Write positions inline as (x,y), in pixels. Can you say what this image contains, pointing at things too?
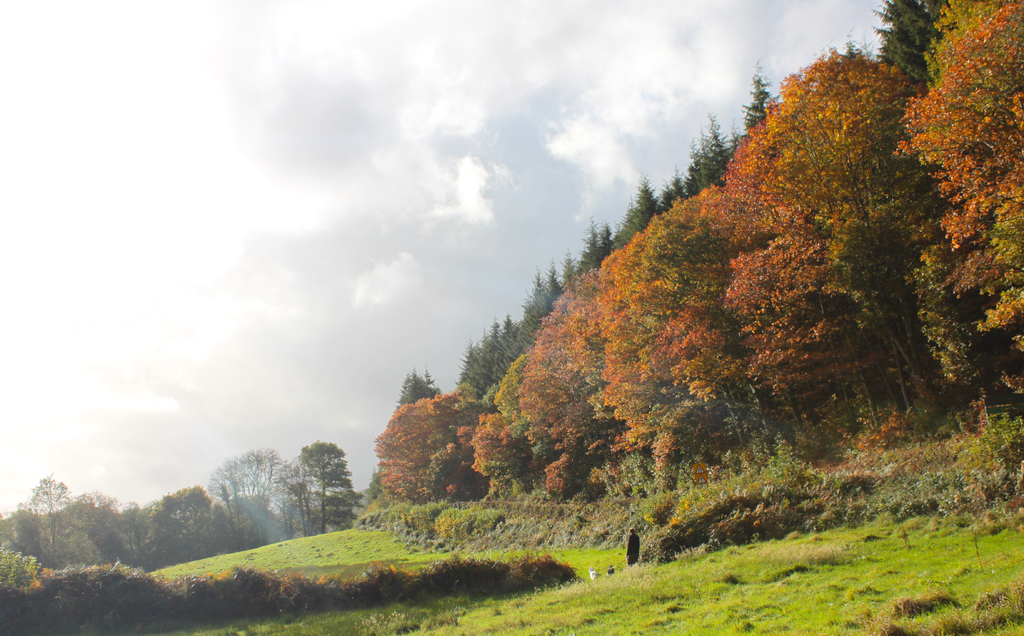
At the bottom (225,610) we can see plants (408,587), a person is standing and trees (109,547) are on the ground (574,613). In the background (570,455) there are trees (534,442) and clouds (379,197) in the sky (274,197).
